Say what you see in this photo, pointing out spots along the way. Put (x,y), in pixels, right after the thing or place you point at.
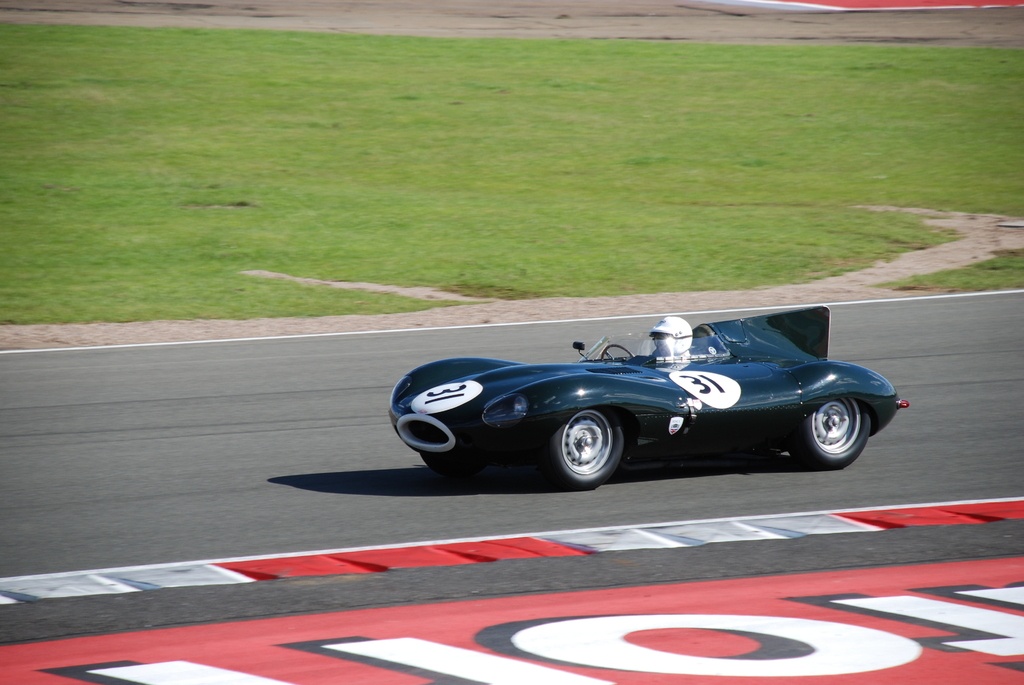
This is a racing car (703,397). inside this car (690,353) a human (680,350) is sitting. He wore helmet (683,326). Beside this car (570,420) there is a grass (577,246). This car (703,375) is travelling on a road (243,431).
